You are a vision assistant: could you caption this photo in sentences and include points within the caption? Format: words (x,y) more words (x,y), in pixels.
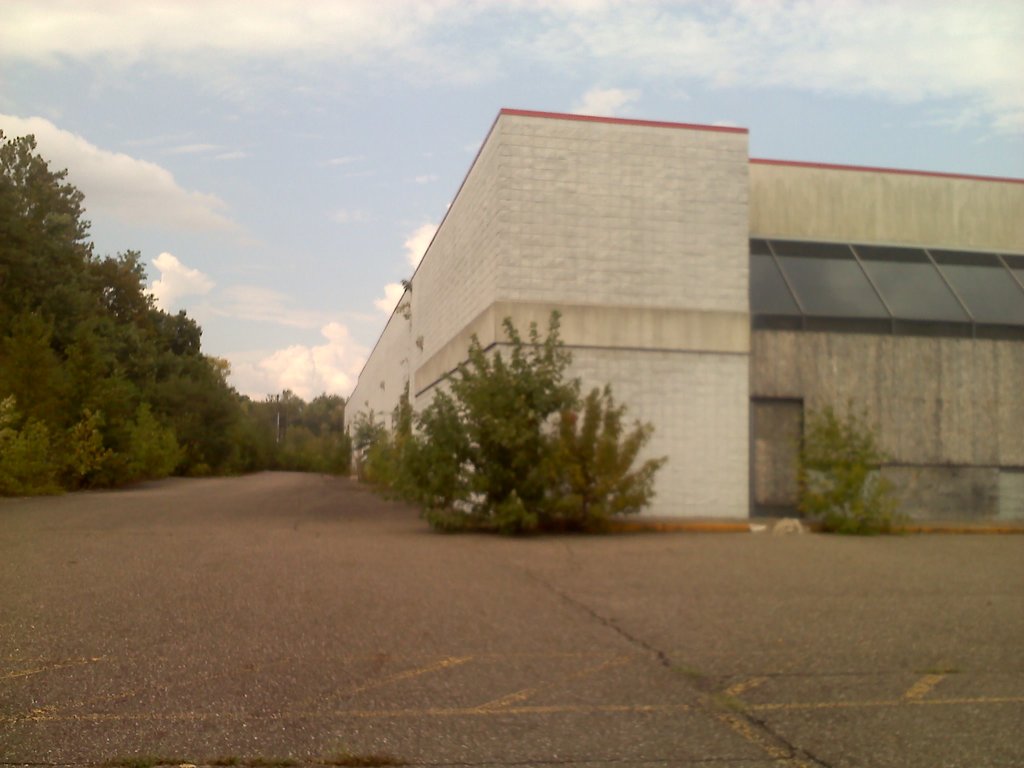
In this image we can see road (519,599), building (625,365) and there are some trees (310,449) and plants (22,413) on left (166,394) and right side of the image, top of the image (240,199) there is cloudy sky (321,219).
